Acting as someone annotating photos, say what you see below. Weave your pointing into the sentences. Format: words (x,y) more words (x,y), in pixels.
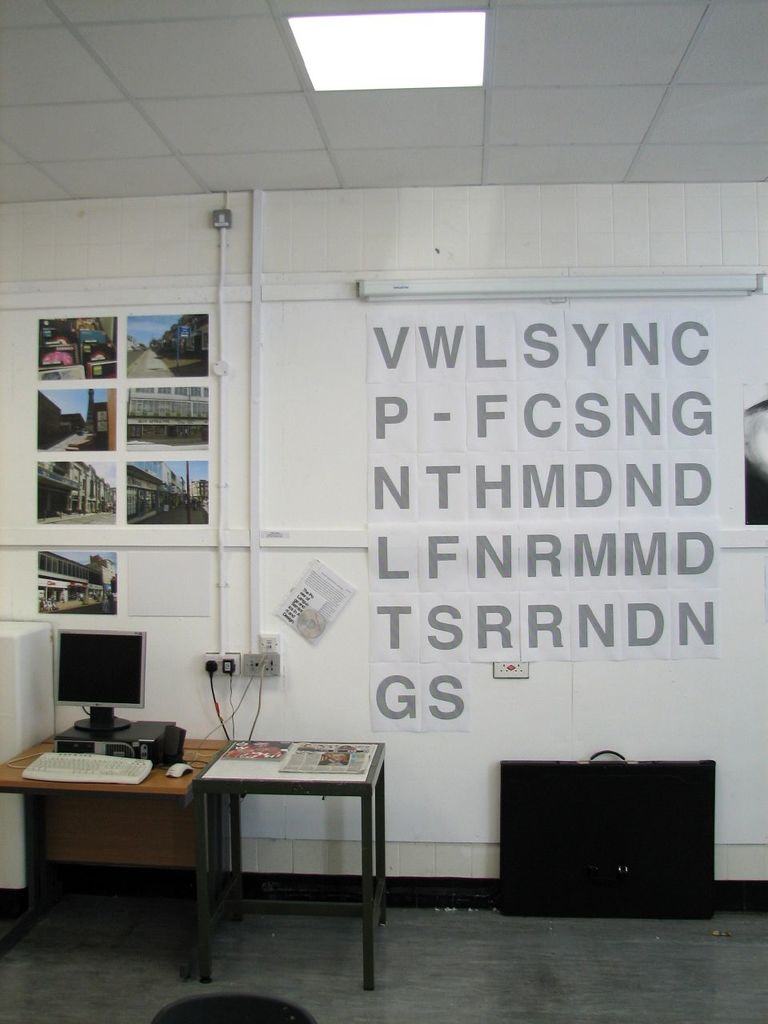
This is the picture of a room (158,205) in which there is a desk (75,797) on which there is a system (75,639) and a black bag (583,774) on the floor (424,915) and behind a wall (578,744) on which some papers (574,409) are pasted on it.
